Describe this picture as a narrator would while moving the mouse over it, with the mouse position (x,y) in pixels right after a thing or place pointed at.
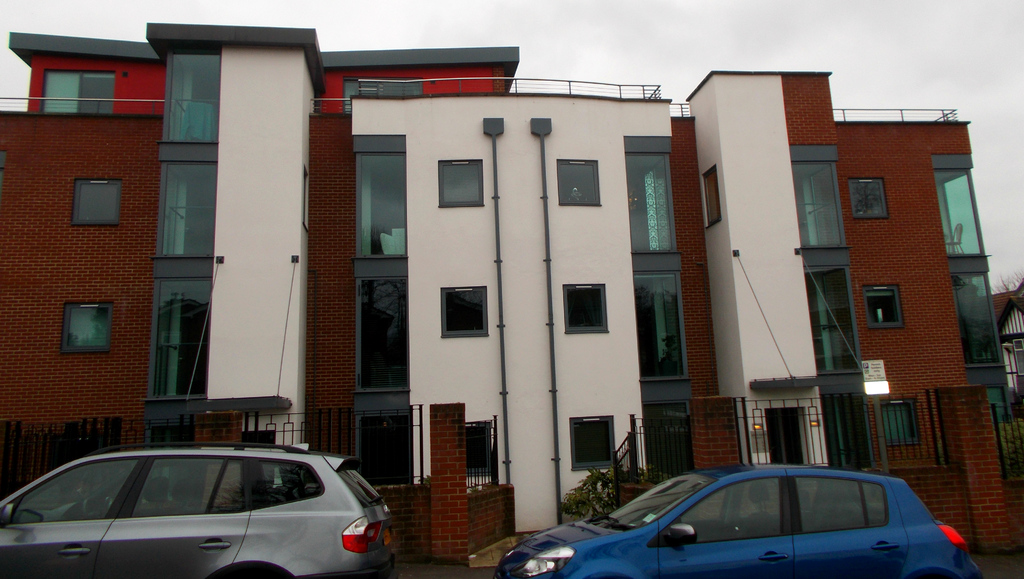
In this image in the center (426,273) there are some buildings (600,218), railing (413,467), wall (928,491) and at the bottom (302,551) there are two vehicles (646,558). And at the top of the image (710,35) there is sky (697,21).
